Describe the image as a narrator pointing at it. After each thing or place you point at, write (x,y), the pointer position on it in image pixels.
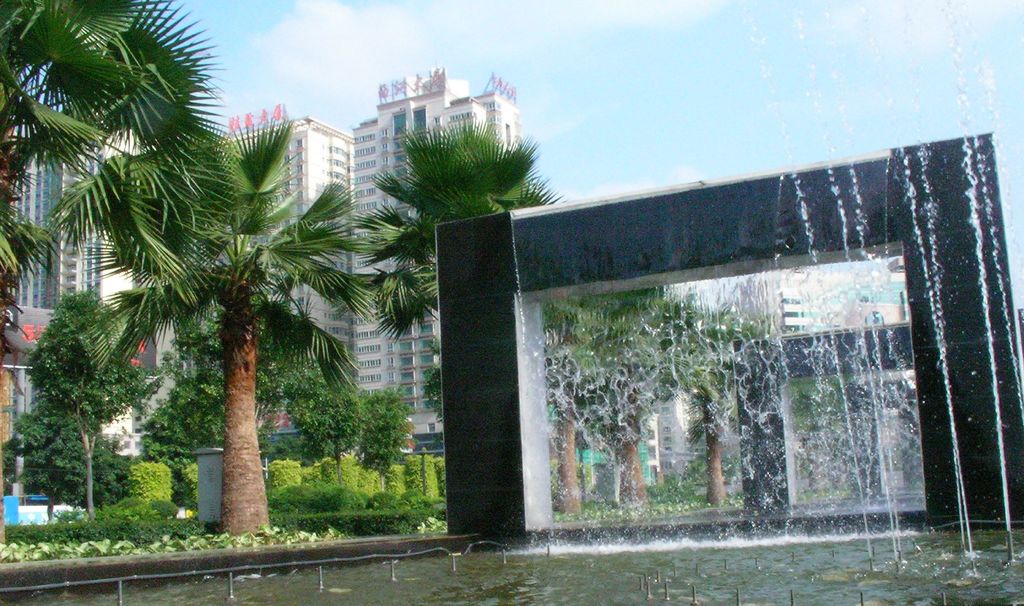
As we can see in the image there is water (729,571), plants (316,529), trees (228,368) and buildings (316,171). On the top (622,76) there is sky (569,88).
